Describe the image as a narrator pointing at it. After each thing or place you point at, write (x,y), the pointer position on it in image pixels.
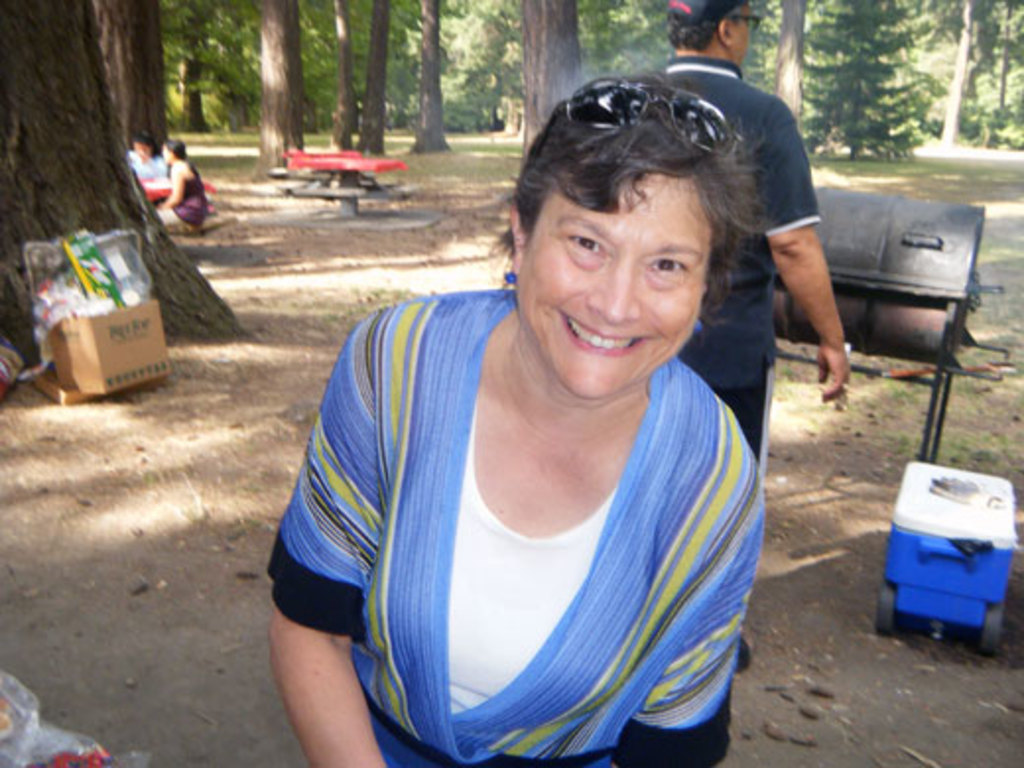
In this picture we can see a woman (694,662) standing and smiling and in the background (46,331) we can see some people (144,166), boxes (901,537), plastic covers (75,285), trees (106,158).
